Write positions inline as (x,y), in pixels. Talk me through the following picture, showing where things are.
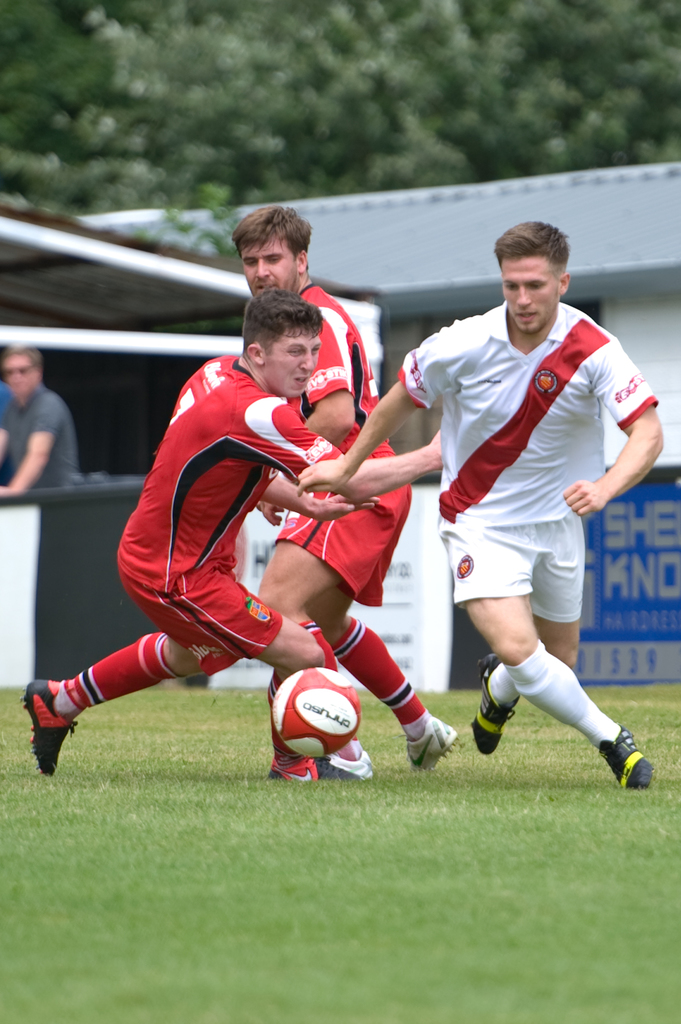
In this Image I see 3 men (403,681) who are on the grass (645,910) and I see a football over here. In the background (27,298) I see another person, shed (135,394) and the trees (285,11).
